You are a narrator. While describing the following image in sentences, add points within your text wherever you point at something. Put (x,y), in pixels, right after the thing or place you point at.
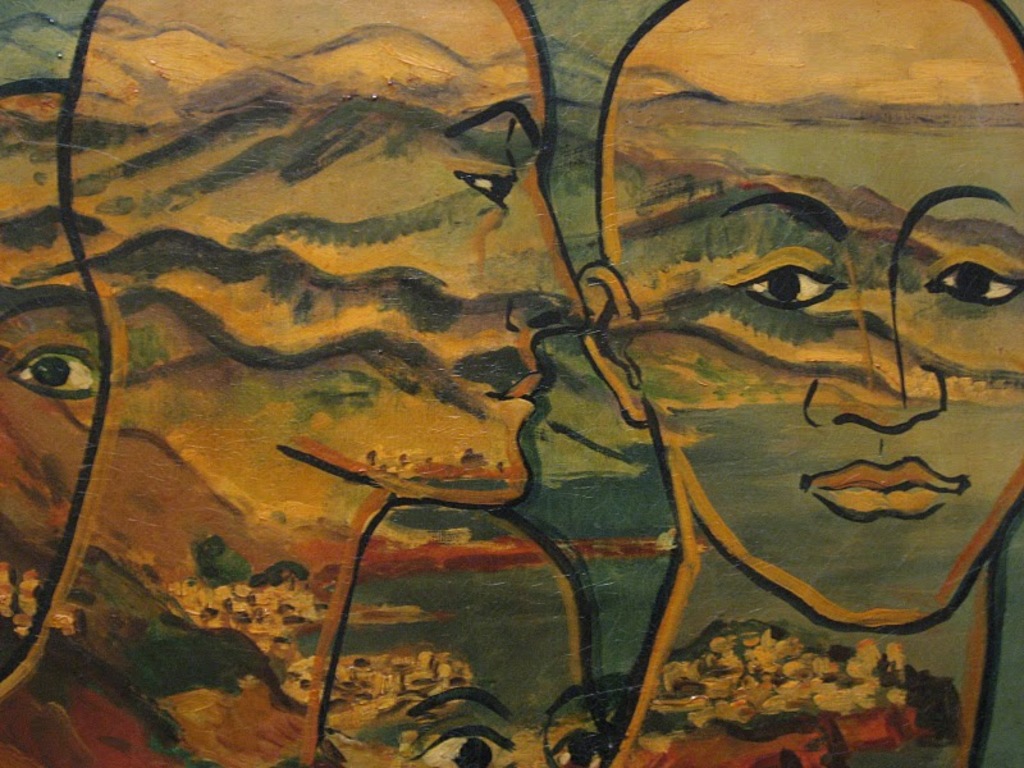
In the center of the image (513,474) there are painting (437,381) of persons (927,52).
